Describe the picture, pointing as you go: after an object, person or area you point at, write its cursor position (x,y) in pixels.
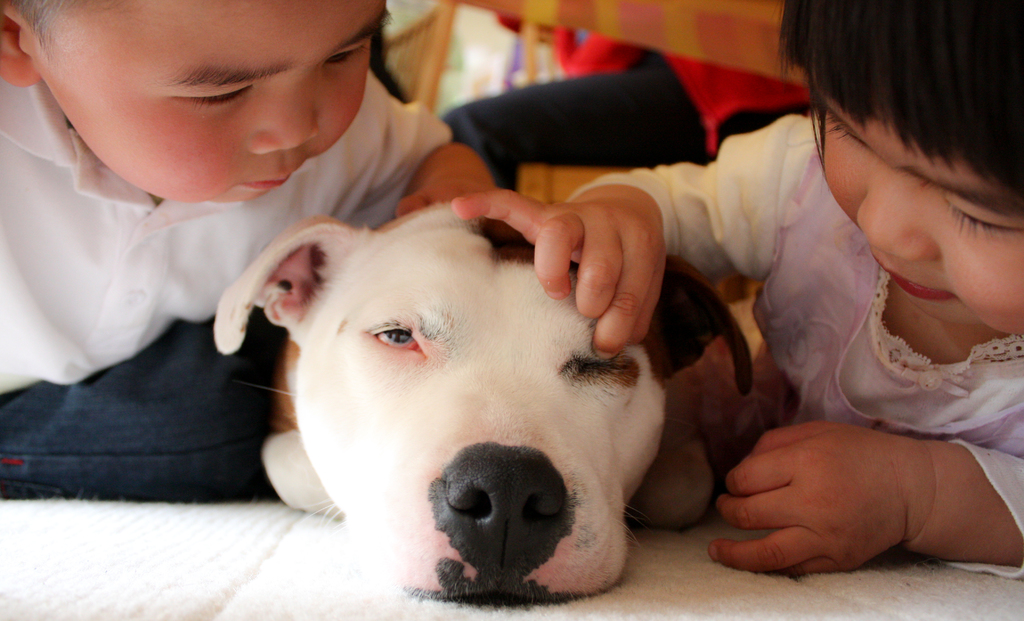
In this picture there is a dog (346,338) at the center of the image (344,385) and there are two children (466,206) at the right (820,323) and left side of the image (237,187), they are playing with the dog (576,349).
